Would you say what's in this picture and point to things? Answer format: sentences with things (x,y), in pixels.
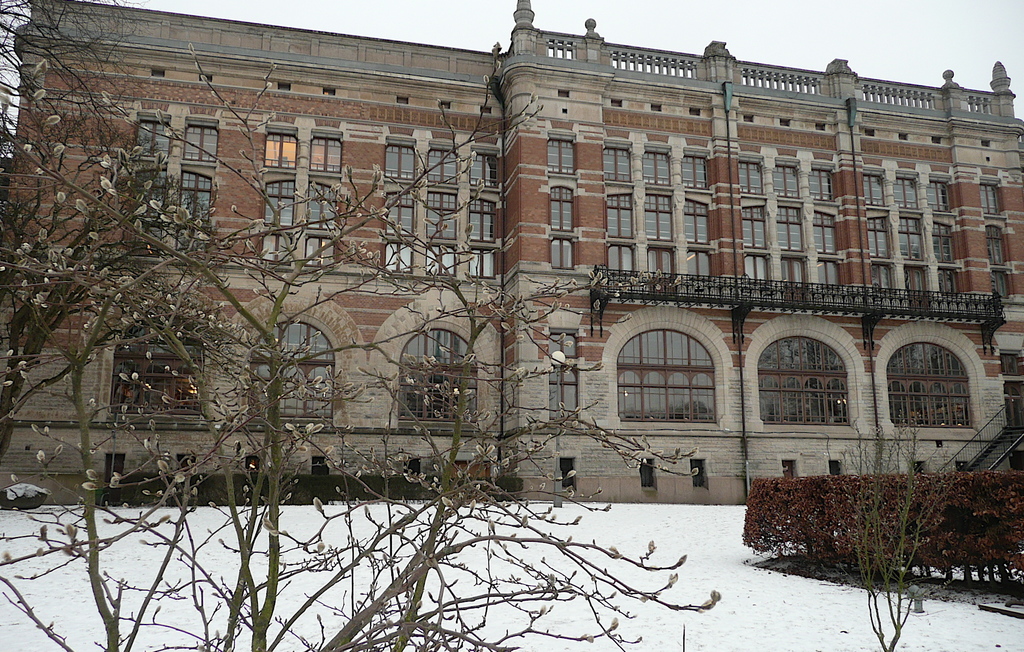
In this picture we can see trees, snow (46,511), building (1009,209) with windows (664,196) and in the background (334,9) we can see sky (811,61).
